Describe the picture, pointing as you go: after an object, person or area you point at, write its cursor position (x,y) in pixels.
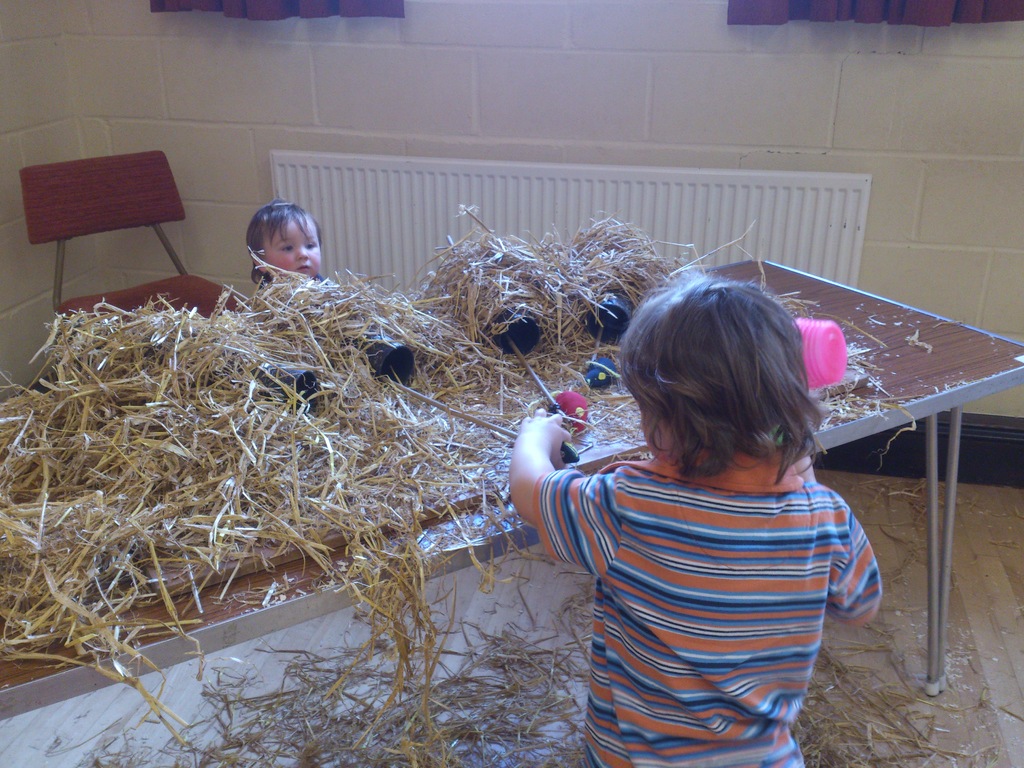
In this image we can see one radiator (808,188) attached to the wall (258,111), one chair (136,295), two curtains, one table (226,628), some grass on the floor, two children (297,246) standing near to the table (233,615), some grass (551,281) and some objects (611,325) are on the table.
